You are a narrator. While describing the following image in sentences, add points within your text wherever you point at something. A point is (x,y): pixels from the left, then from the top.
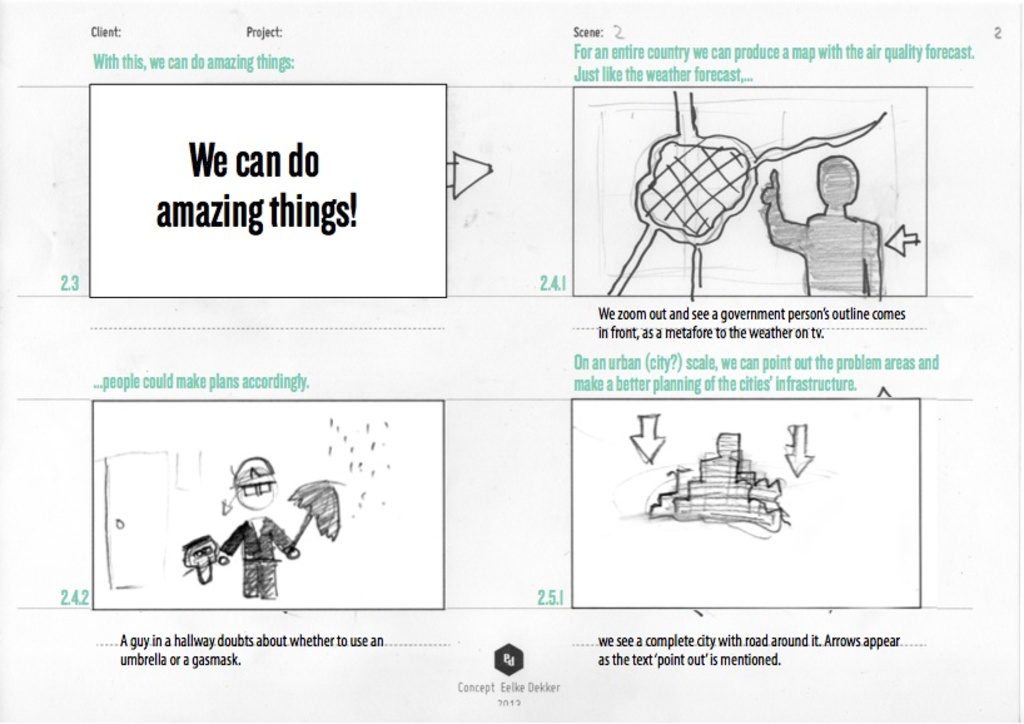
In this picture we can see a paper poster (631,656). In the front (233,406) there is a paper (891,659) with some drawing (236,524) and matter (617,379) written on it.
